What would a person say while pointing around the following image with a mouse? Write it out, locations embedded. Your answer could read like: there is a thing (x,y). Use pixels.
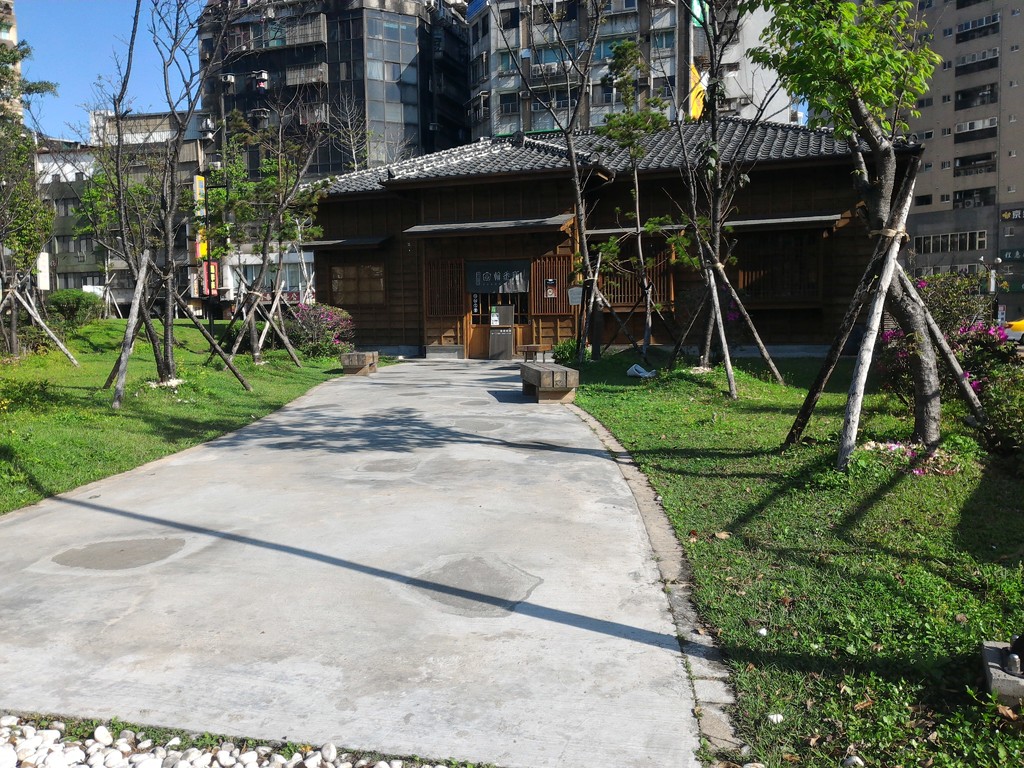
In this image we can see a house (616,236) and behind the house (664,153) we can see many buildings (464,73) and also trees (871,3). Image also consists of a path (373,619) and also grass (847,524).
